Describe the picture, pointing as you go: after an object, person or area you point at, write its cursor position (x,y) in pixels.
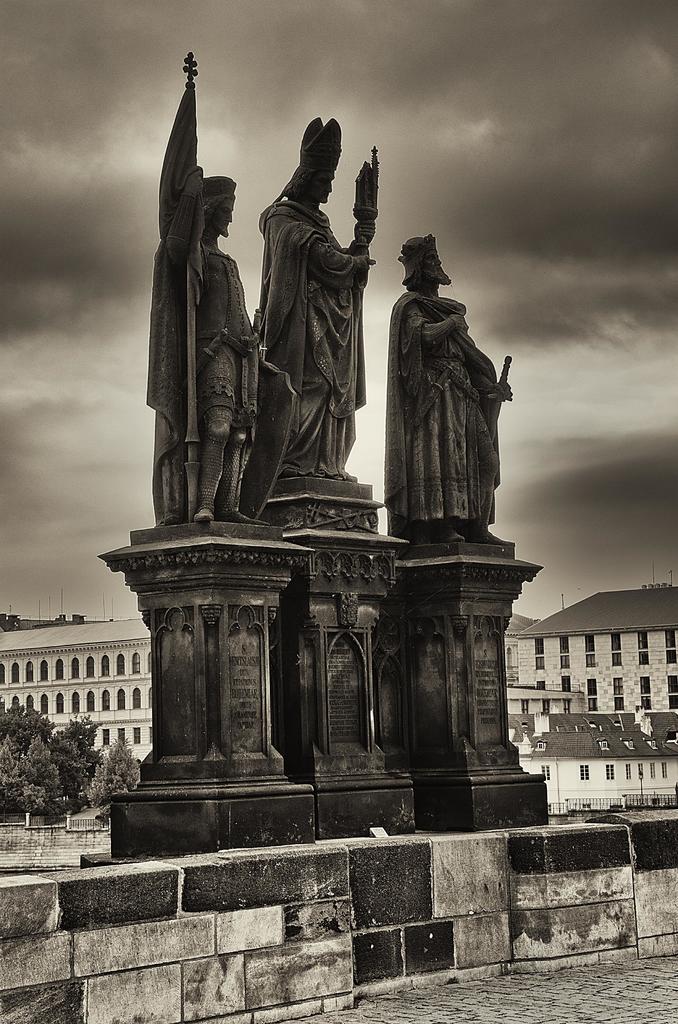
This is a black and white image. In the middle of this image (430,347) there are three statues of persons (285,345) on the three pillars (292,668). In the background (509,688) there are buildings (76,680) and trees (64,787). At the top of the image (542,254) I can see the sky (578,187) and it is cloudy.
